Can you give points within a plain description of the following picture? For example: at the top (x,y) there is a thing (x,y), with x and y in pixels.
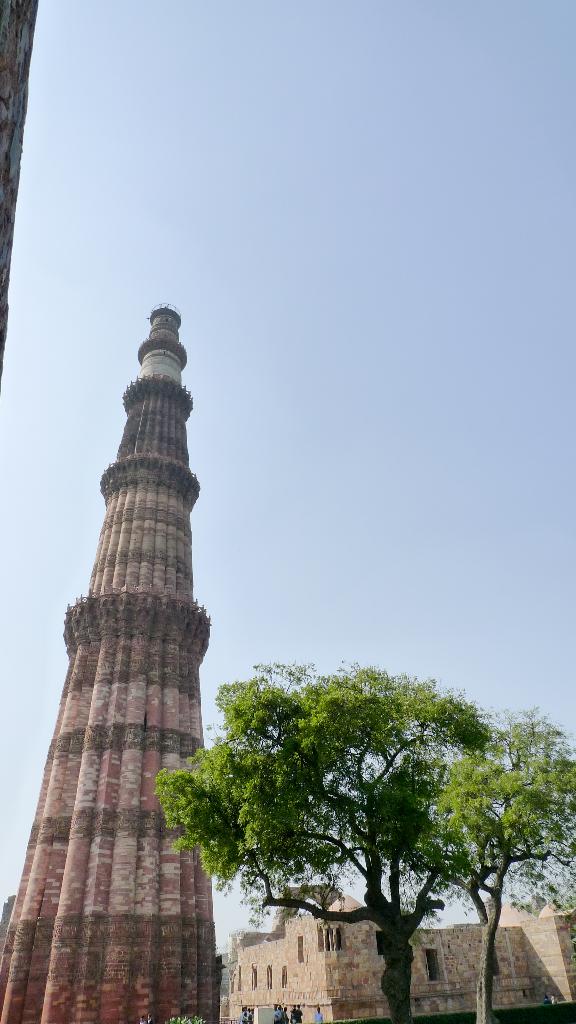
In this image we can see a pillar (184,355) on the left (187,933). And we can see the building (458,933). And we can see the trees (292,822) and the sky (242,247) at the top (176,202).
